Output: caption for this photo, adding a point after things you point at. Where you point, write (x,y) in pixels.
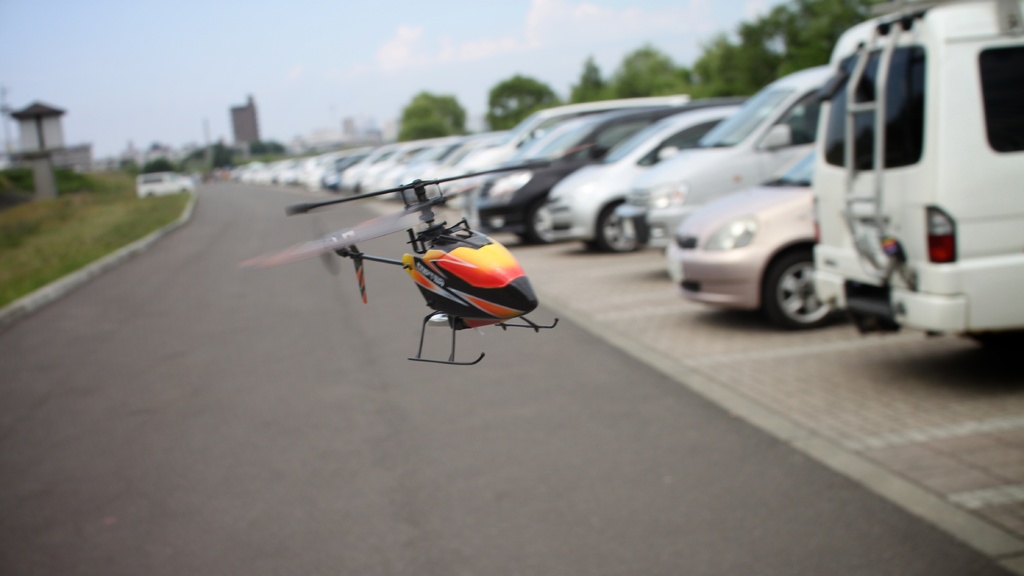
In this image in the center (442,261) there is the helicopter rotor (452,275) and in the background (183,175) there are cars (467,173), trees (710,72), buildings (241,134) and on the left side (83,240) there is grass (84,242) on the ground (54,238).
